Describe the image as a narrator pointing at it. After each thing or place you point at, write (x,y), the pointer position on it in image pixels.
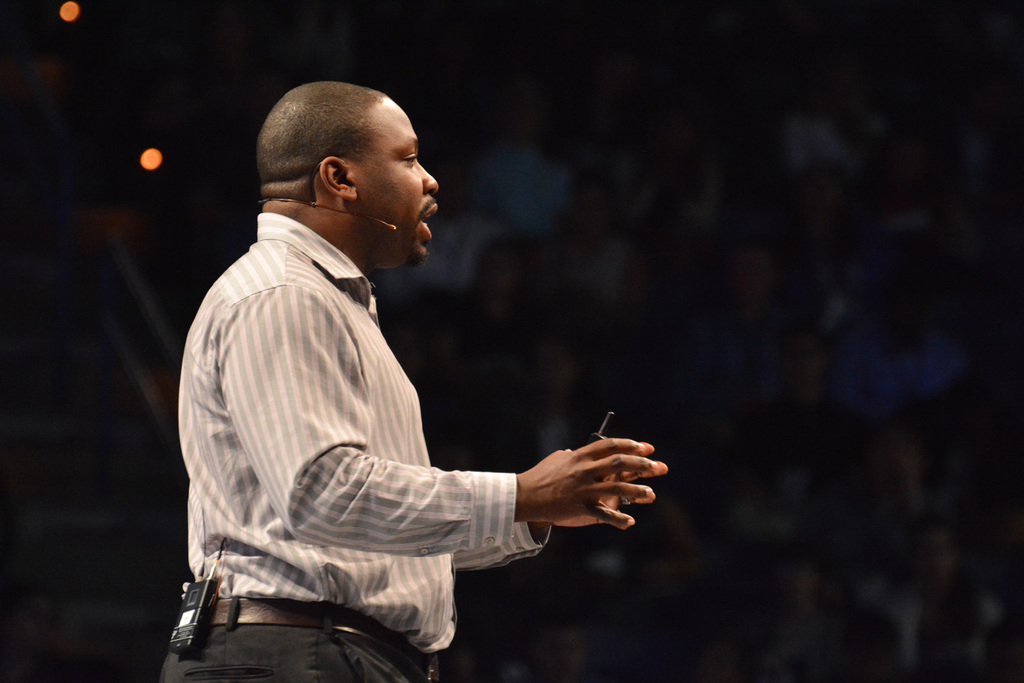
In this picture I can see there is a person (385,245) standing, he has a microphone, he is holding an object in his hand (601,465) and the backdrop of the image (202,94) is dark.
